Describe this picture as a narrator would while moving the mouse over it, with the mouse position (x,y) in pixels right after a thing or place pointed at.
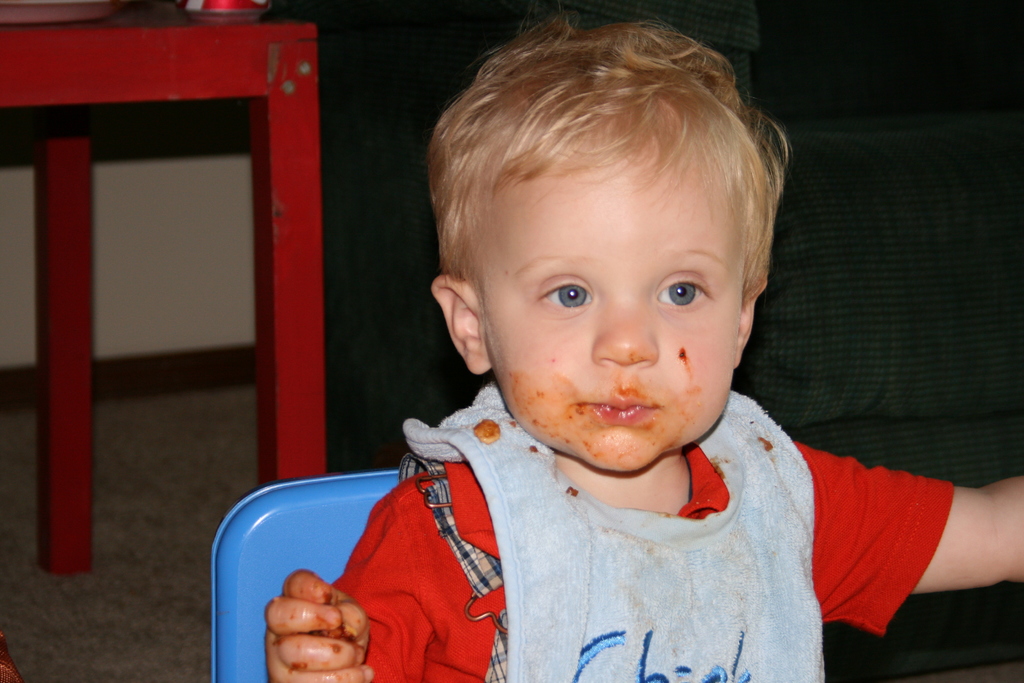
In this image there is a child (609,502) truncated towards the bottom of the image (660,471), there is a chair (262,550) truncated towards the bottom of the image (284,522), there is a table (60,66) truncated towards the left of the image (63,78), there are objects (46,10) on the table (178,10), there are objects (72,15) truncated towards the top of the image (324,12), there are objects (909,103) truncated towards the right of the image (938,231), there is an object (9,661) truncated towards the bottom of the image (9,664), at the background of the image (174,219) there is the wall (194,218) truncated towards the left of the image (19,247).
